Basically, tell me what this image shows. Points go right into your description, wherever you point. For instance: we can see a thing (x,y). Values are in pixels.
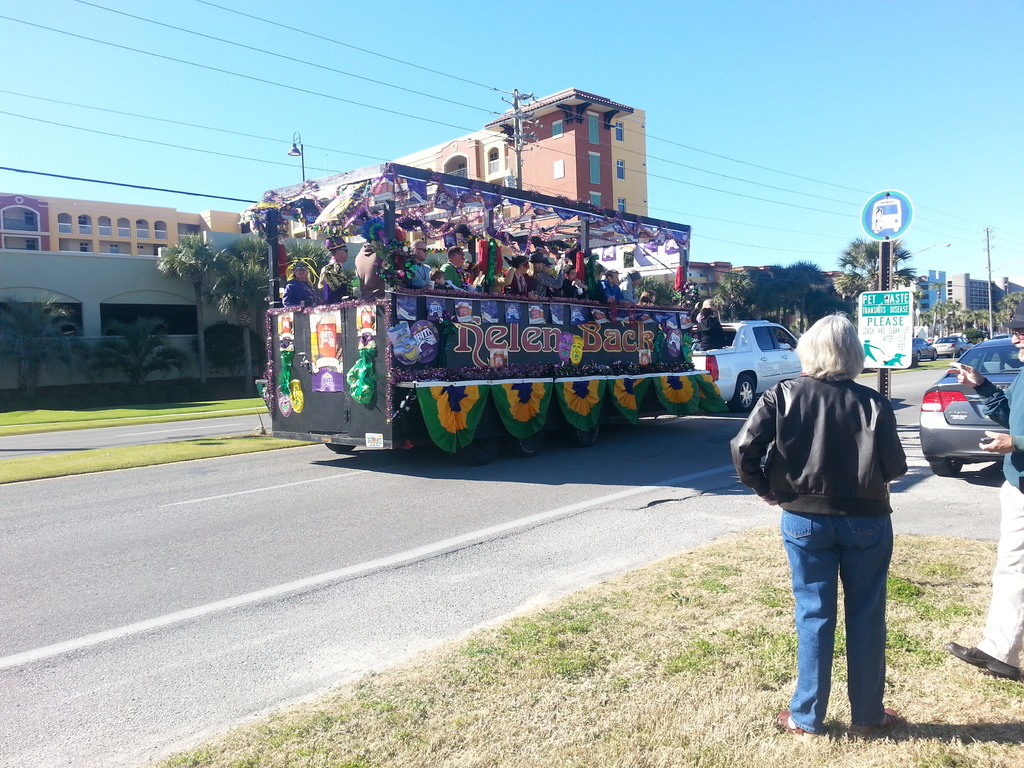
In this image I can see two roads (244,485) in the centre (556,492) and on it I can see number of vehicles (509,326). I can also see number of people (802,445) where in the front (1020,643) I can see two persons (832,338) are standing on the ground (801,760) and rest all are standing on a vehicle (343,316). I can also see number of building (191,352), number of trees (29,327), few poles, few sign boards (904,225), wires (305,92), a light (288,155) and the sky (691,97). I can also see grass (331,767) in the front (528,599) and in the background (240,411).
